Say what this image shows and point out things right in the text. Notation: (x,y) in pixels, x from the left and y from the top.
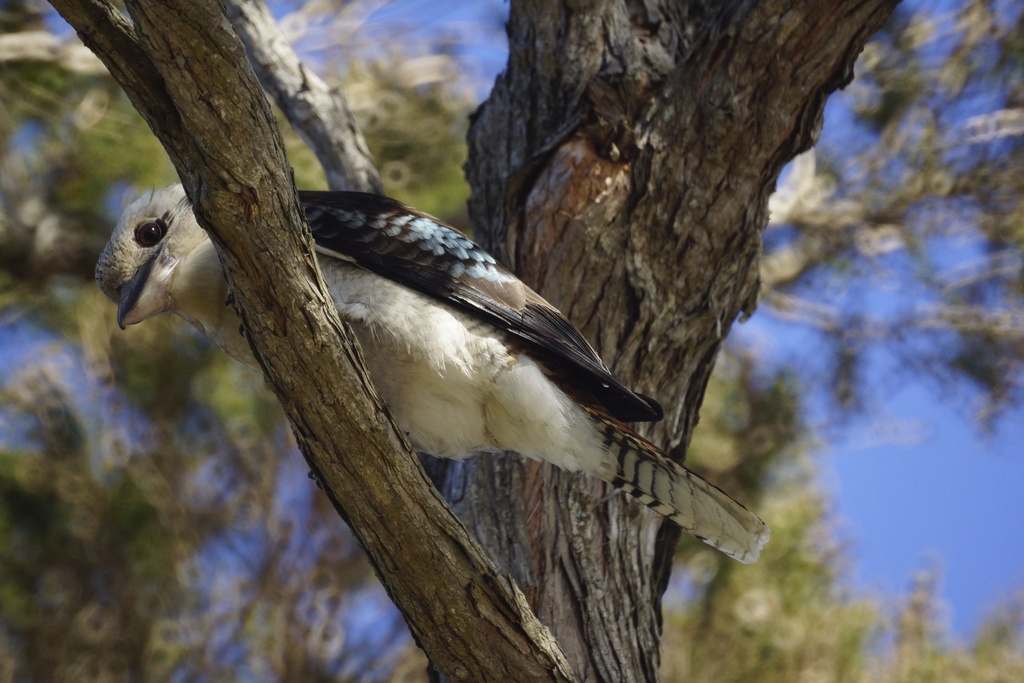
In this image we can see a bird (348,312) on the branch (287,311) of a tree (427,521). In the background (957,590) it is blurry and we can see branches (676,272) of trees (730,454) and sky (837,437).
